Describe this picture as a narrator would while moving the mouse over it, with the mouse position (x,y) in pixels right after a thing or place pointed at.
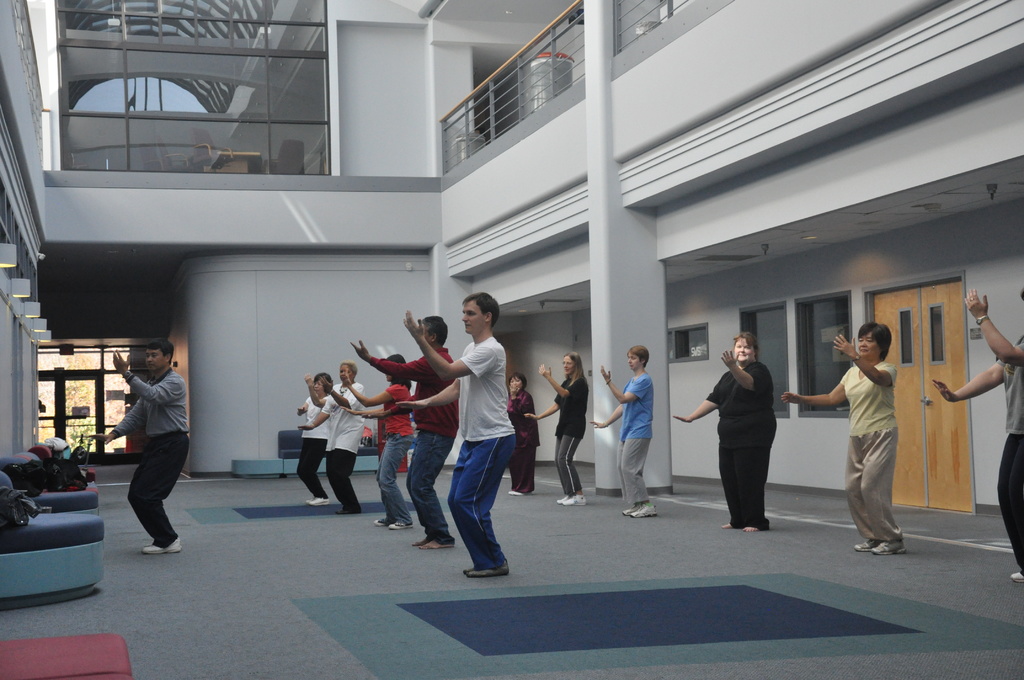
In this image there are people (879,432) dancing on the floor (297,674). At the bottom of the image (650,605) there are mats (386,599) on the surface (349,579). In front of them there are chairs (83,507). On top of it there are a few objects (73,480). In the background of the image (266,154) there is a glass window (159,155) through which we can see the tables (240,164), chairs (185,165). On the right side of the image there are trash cans (547,87). There is a railing (532,59). There is a door (926,467). There are glass windows (779,321). There is a wall (685,452). On the left side of the image (26,306) there are lights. There is a glass door (80,408) through which we can see trees (66,398).
